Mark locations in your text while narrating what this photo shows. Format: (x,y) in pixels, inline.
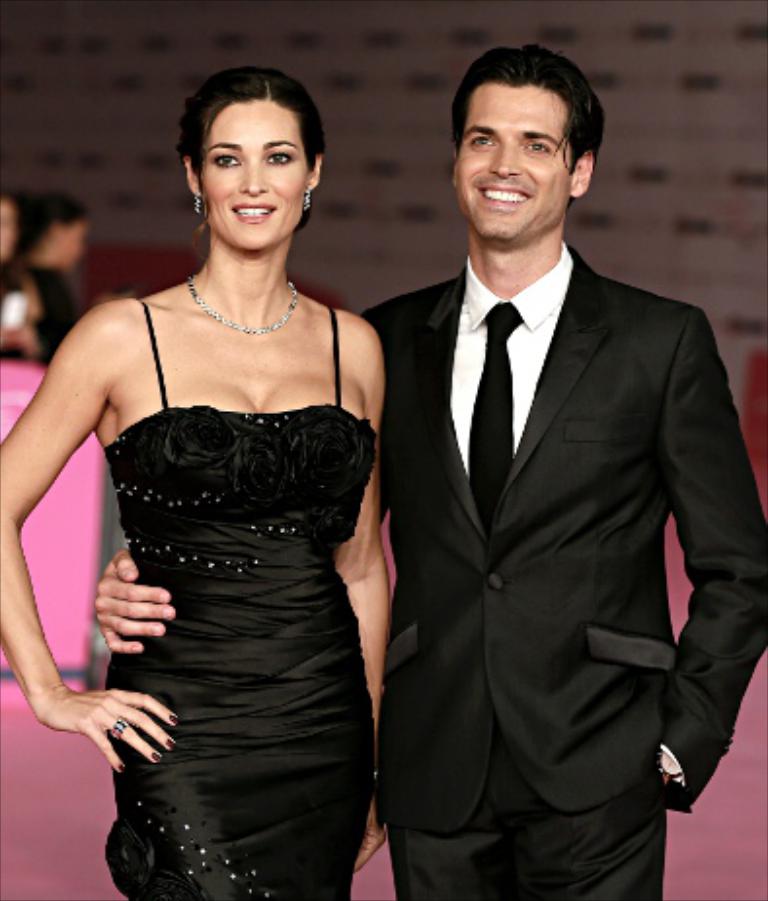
In the image in the center (484,581), we can see two persons (346,651) are standing and they are smiling, which we can see on their faces (493,232). In the background (585,193) there is a banner (441,273), stand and two persons (68,226) are standing.
